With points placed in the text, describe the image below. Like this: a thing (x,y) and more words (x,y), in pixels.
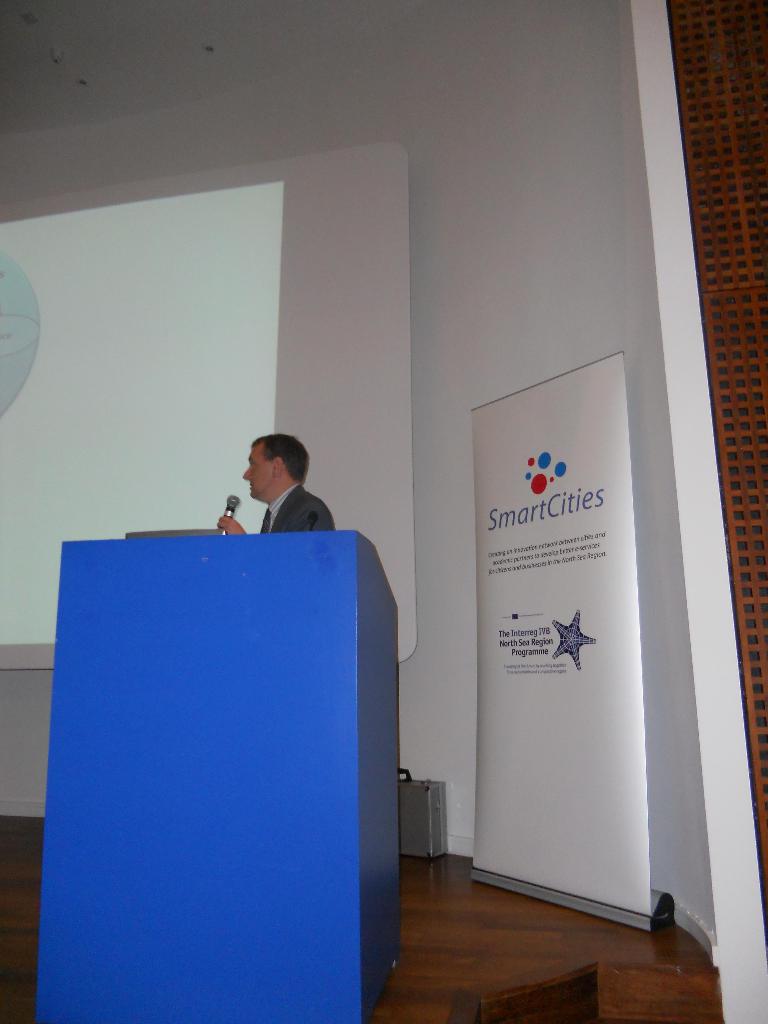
In this image we can see a man (286,473) is holding a mic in his hand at the podium (221,775) on the floor (22,816). In the background (117,365) we can see a screen (297,379), suitcase (416,809), hoarding (524,619) and wall (440,117).
